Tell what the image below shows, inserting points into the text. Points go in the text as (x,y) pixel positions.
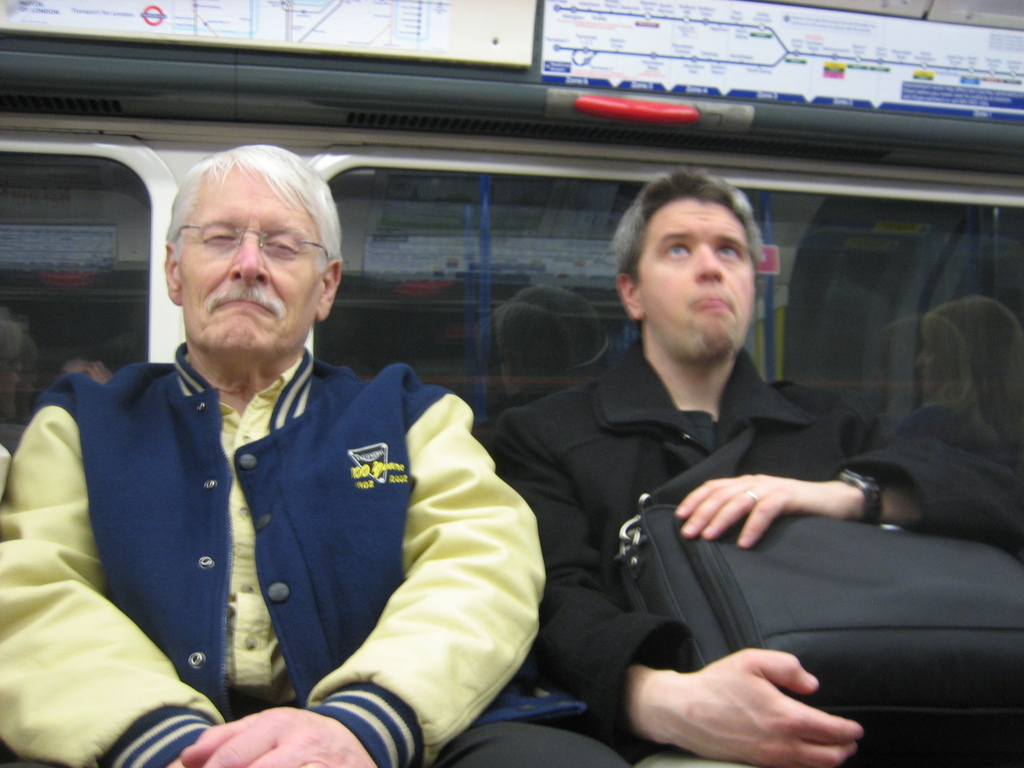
In this image there are two men (460,499) sitting one beside the other. Behind them there is a glass window (505,280). At the top (611,44) there is a route map (787,51). The man (671,358) on the right side (698,358) is holding the bag (808,590).
